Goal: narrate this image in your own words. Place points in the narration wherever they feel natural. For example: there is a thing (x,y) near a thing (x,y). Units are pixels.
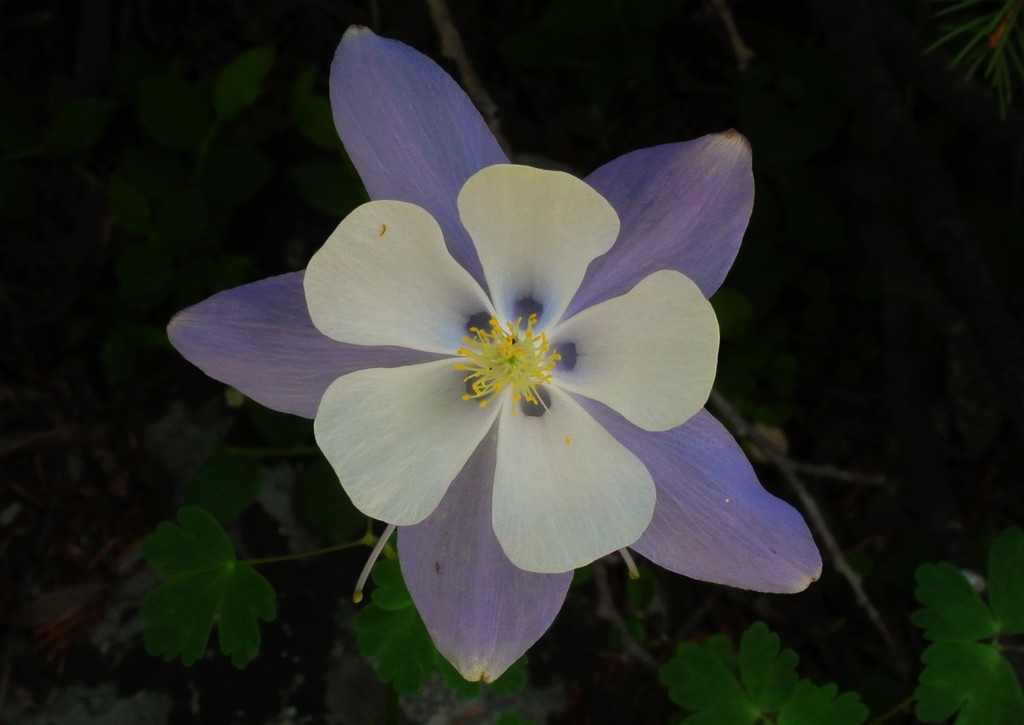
In this image we can see a flower (488,532) in lavender and white color. There are leaves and stems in the background (800,492).
